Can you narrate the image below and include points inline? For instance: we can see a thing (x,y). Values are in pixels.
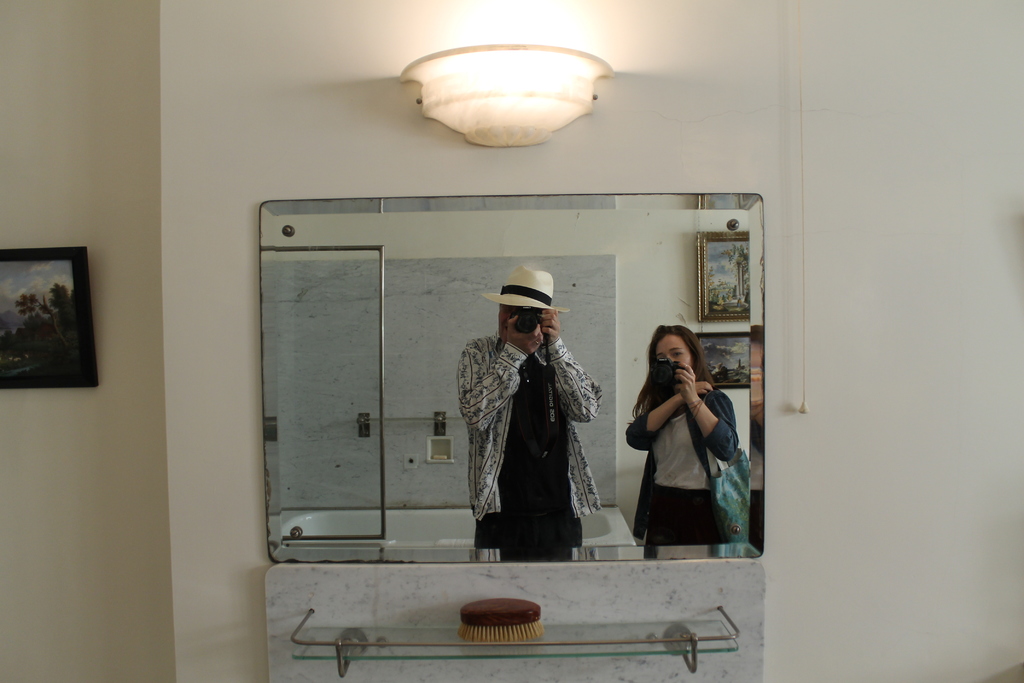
This image consists of a mirror (312,321) in which we can see two persons (668,466) holding the cameras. At the bottom (507,620), we can see the brush (488,622) kept on the glass shelf (431,640). At the top (474,98), there is a light (455,99). On the left (39,362), we can see a frame (68,378) on the wall (102,314).
